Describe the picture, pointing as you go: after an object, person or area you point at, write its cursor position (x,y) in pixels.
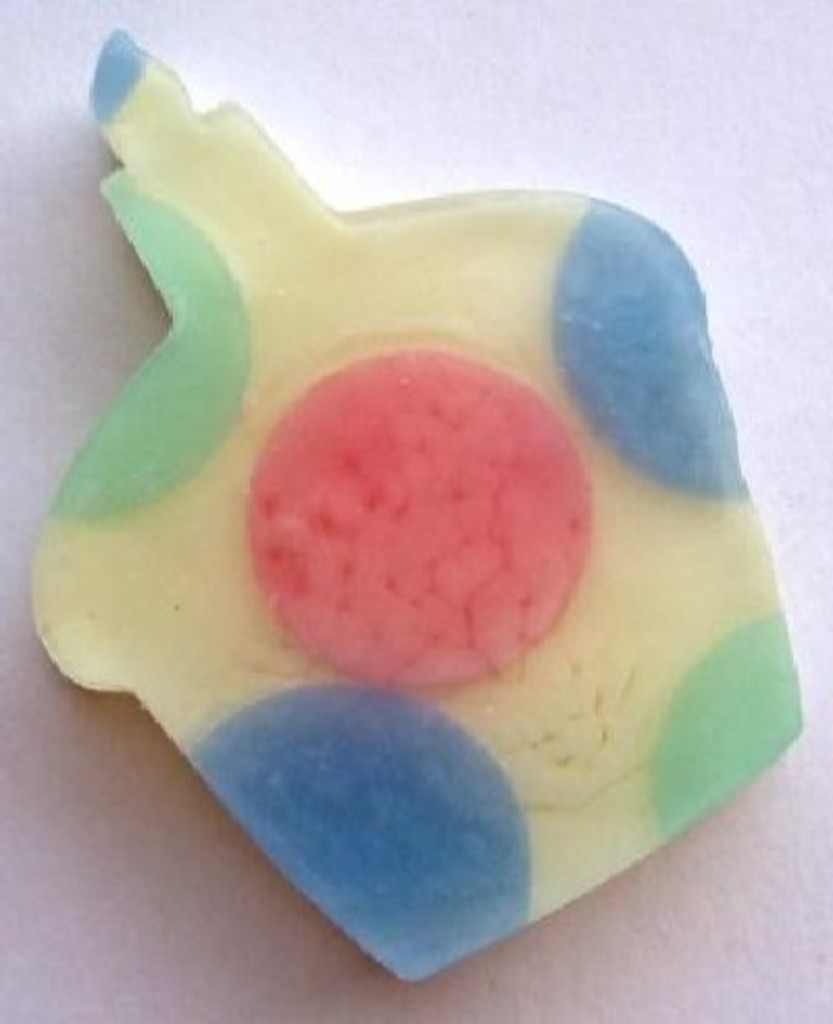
In this image I can see the object (435,541) which is in blue, green, red and cream color. It is on the white color surface (623,42).
